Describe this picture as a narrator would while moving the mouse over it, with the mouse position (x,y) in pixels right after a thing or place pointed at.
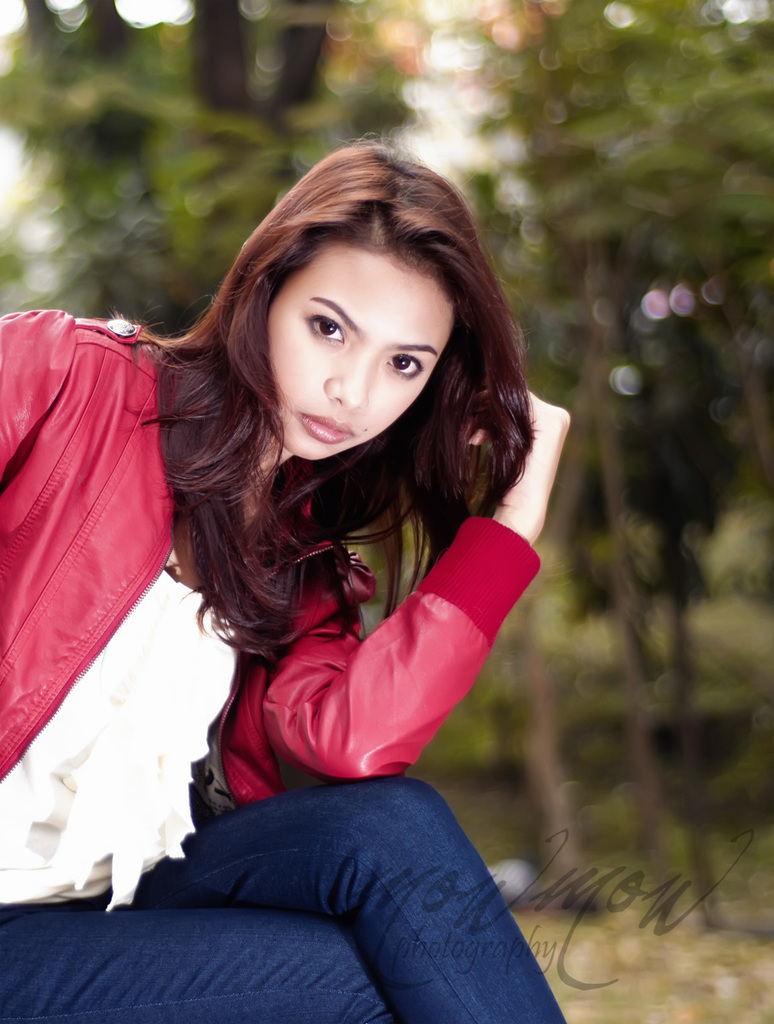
In this image I can see on the left side (76,766) there is a girl (218,688), she is wearing a coat (65,611), trouser (336,888). At the bottom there is the watermark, in the background (730,258) it looks like there are trees (746,341).
